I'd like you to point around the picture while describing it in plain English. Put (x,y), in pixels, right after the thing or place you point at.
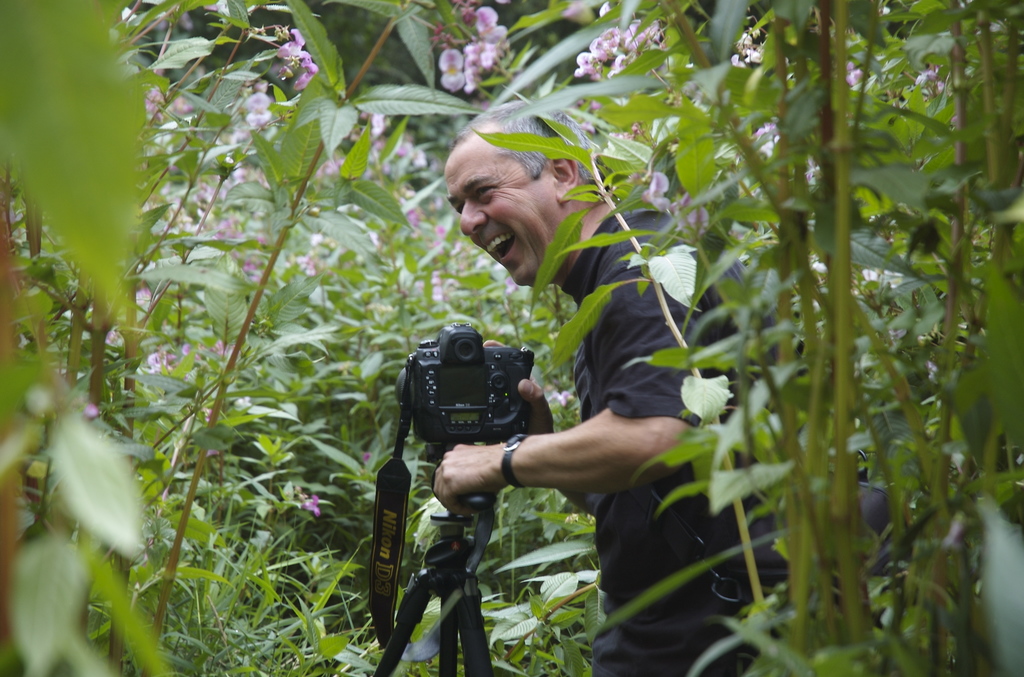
In this picture there is a man (486,219) standing and laughing, holding a camera (486,405) in his hands (456,476). Around him there are some trees (549,65) and plants (546,100) here.
